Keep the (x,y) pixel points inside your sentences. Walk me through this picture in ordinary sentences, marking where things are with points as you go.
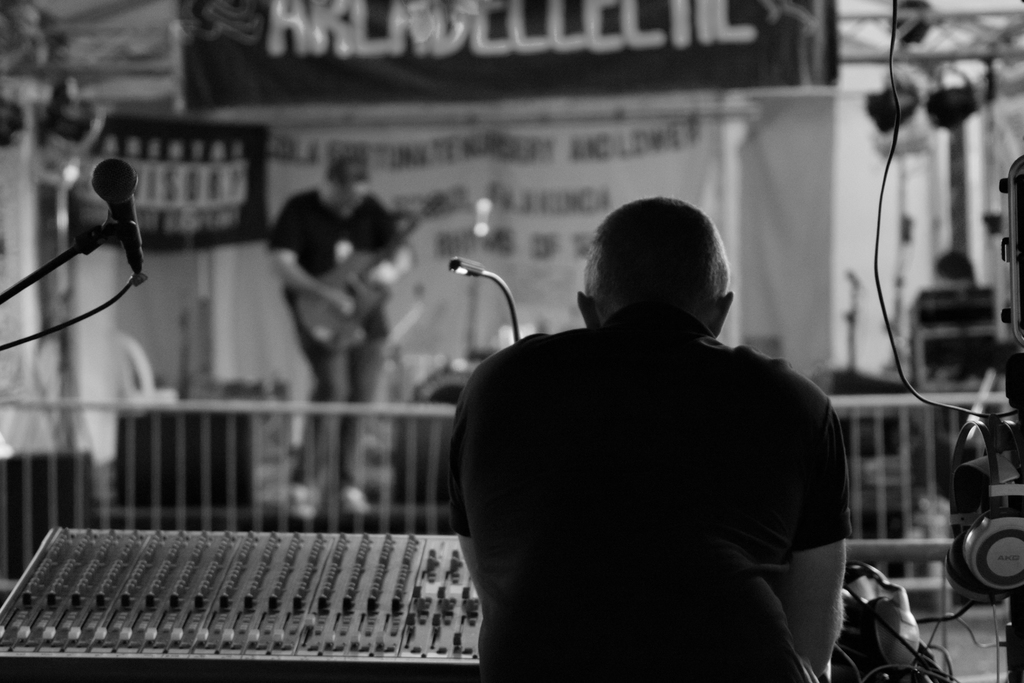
This image consists of two persons (600,401). In the front (581,534), the man (537,612) is playing a music mixer (265,556). In the background (321,339), there is a man (337,362) playing guitar (317,292). And there are banners (469,41) along with the mics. To the right (986,570), there are headphones (976,562).
